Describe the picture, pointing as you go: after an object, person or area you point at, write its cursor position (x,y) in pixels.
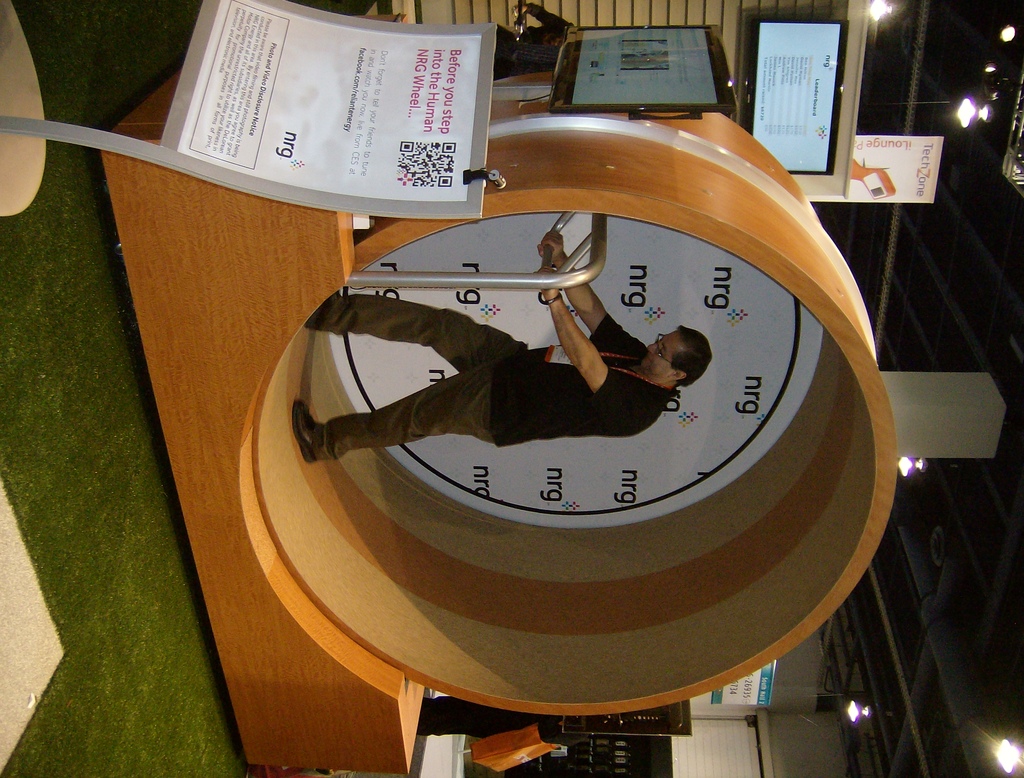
In this picture we can see a person (498,400) standing and holding a rod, there are two screens (684,96) here, we can see a board (301,132) here, on the right side (969,111) there are some lights (1002,37), at the bottom (71,721) there is mat (97,645).
